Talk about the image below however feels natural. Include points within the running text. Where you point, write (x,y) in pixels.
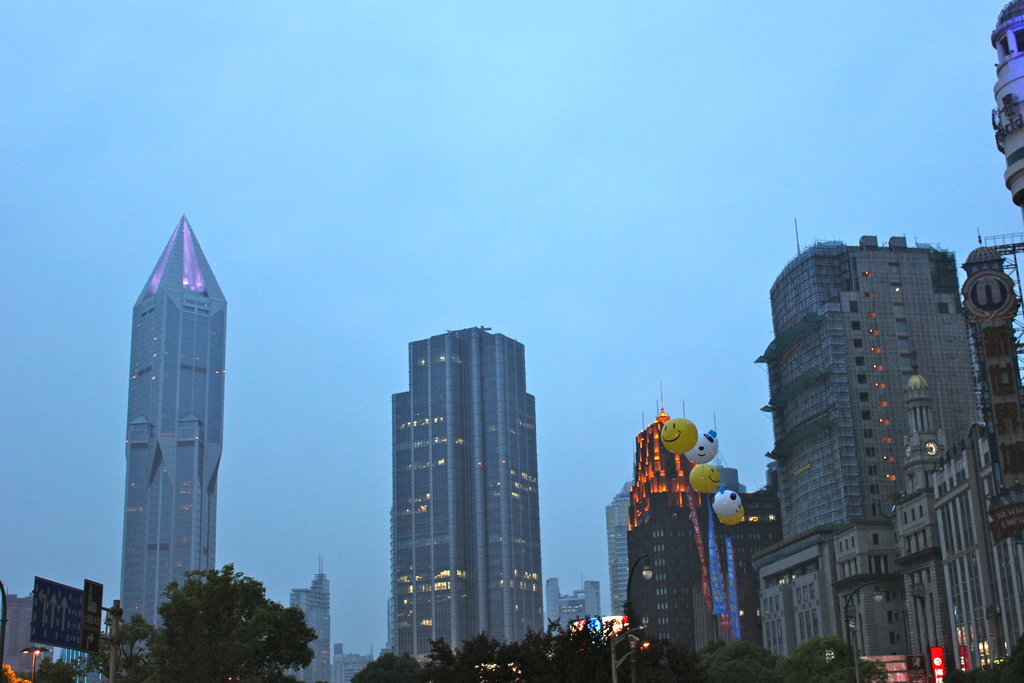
In this image we can see few buildings (514,387), banners (731,560) and balloons (714,479) to the pole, there are few trees (742,669), street lights (649,645), a sign board (100,631) and sky (56,257) in the background (664,234).
